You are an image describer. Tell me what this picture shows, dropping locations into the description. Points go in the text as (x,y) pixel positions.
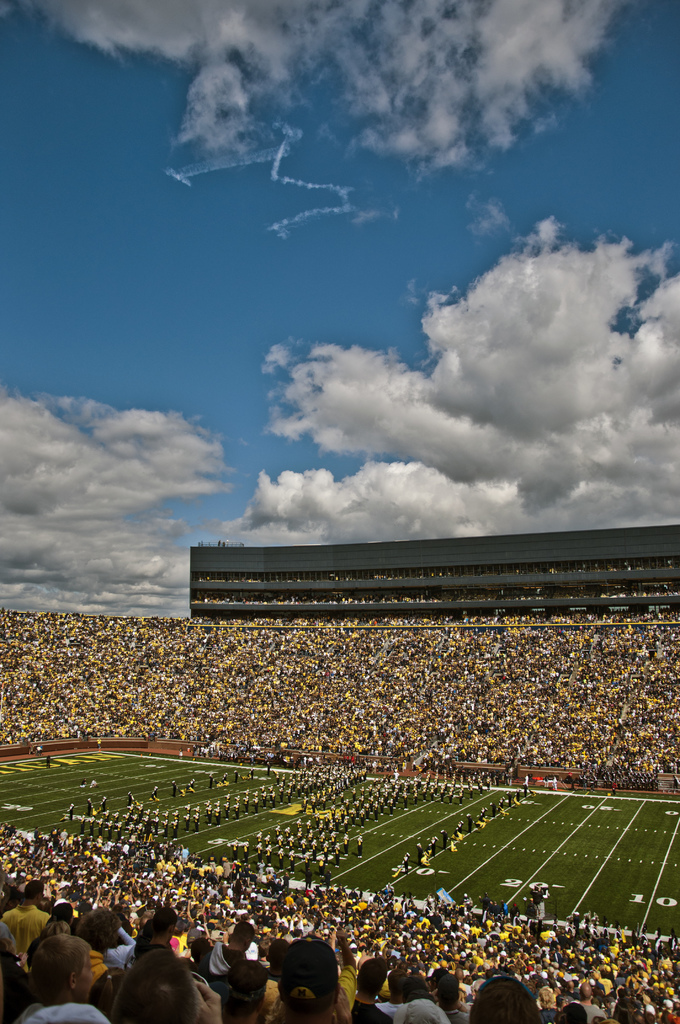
In the image there is a stadium (388,857) and there are players (343,785) standing on the ground (31,794) in between the stadium (384,832) and around the ground (578,878) there is a huge crowd (180,691).
